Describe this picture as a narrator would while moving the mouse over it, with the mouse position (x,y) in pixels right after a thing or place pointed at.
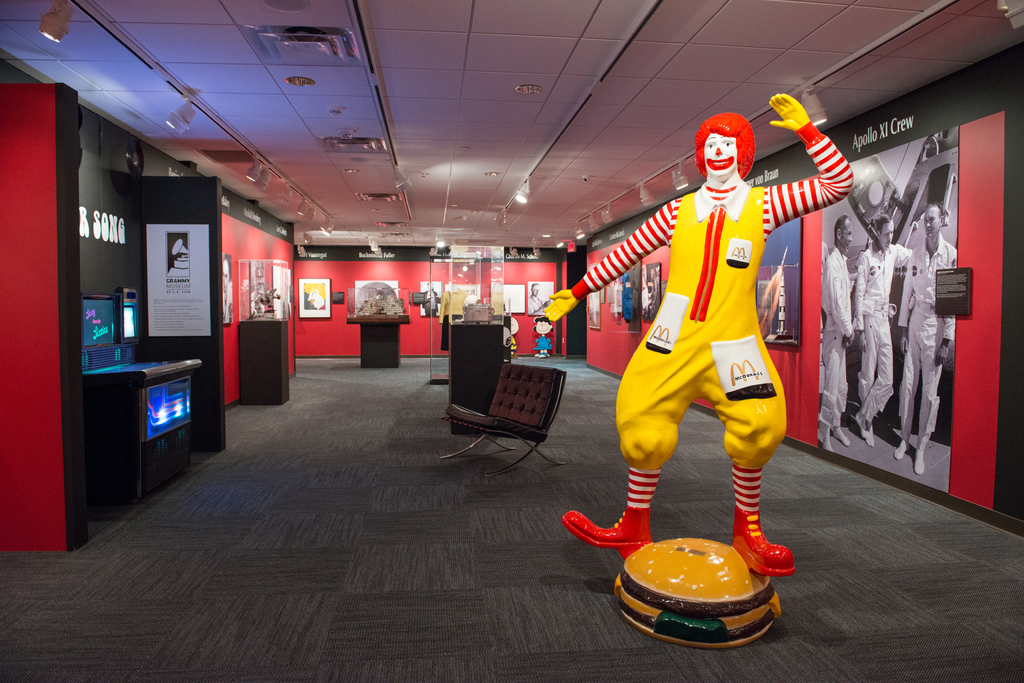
This is an inside view of a room (248,480). On the right side (690,354) there is a statue (679,334) of a person (718,373). In the background (313,292) there are many posters (422,303) and frames (313,295) are attached the walls (512,270). There are many tables (458,336) and a chair (507,399) on the floor (337,445). On the left side (124,369) there is a machine tool (127,380). At the top of the image (304,209) there are few lights (260,182) to the roof (415,109).
